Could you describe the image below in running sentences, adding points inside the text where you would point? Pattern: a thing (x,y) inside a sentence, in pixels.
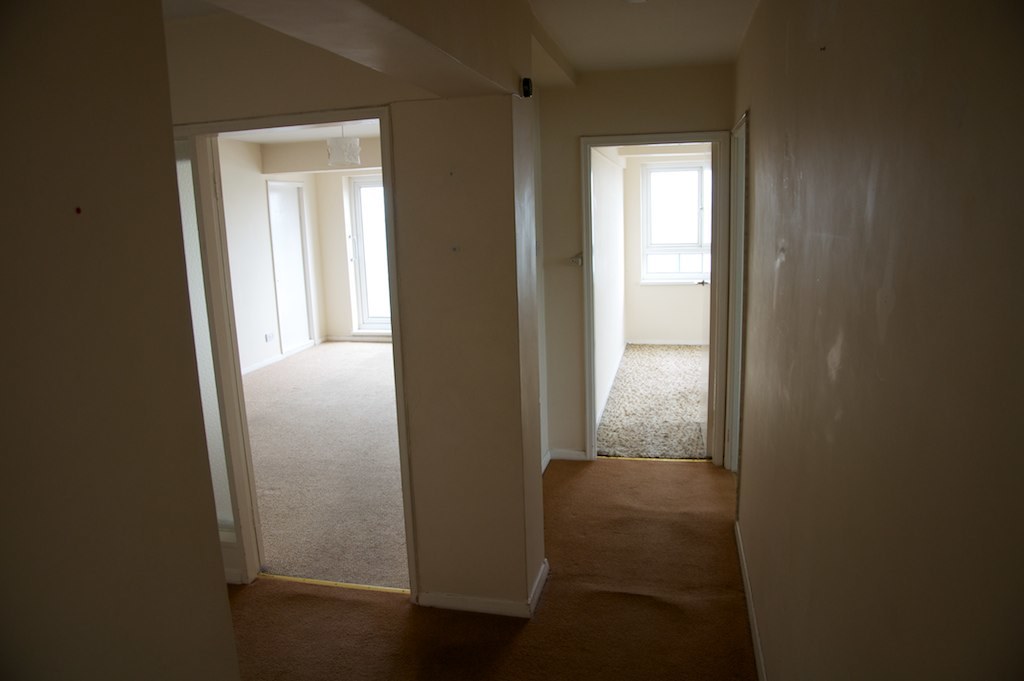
In this image I can see inner view of the building (504,426).
